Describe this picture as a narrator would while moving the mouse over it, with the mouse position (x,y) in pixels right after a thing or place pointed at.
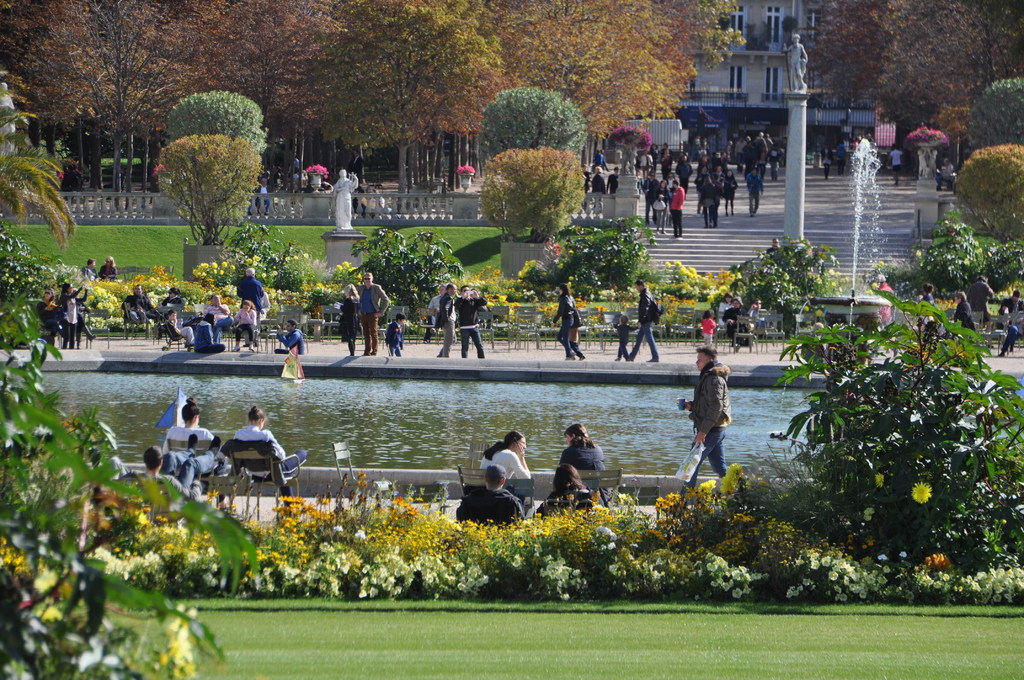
In this picture we can see people (473,307), water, plants (558,533), trees (486,11), flowers (121,302), grass (152,243) and objects (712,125). Few people (582,441) are sitting on the chairs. We can see few people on the stairs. We can see statues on the pedestals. In the background (826,108) we can see a building (826,108) and railings (734,103).
